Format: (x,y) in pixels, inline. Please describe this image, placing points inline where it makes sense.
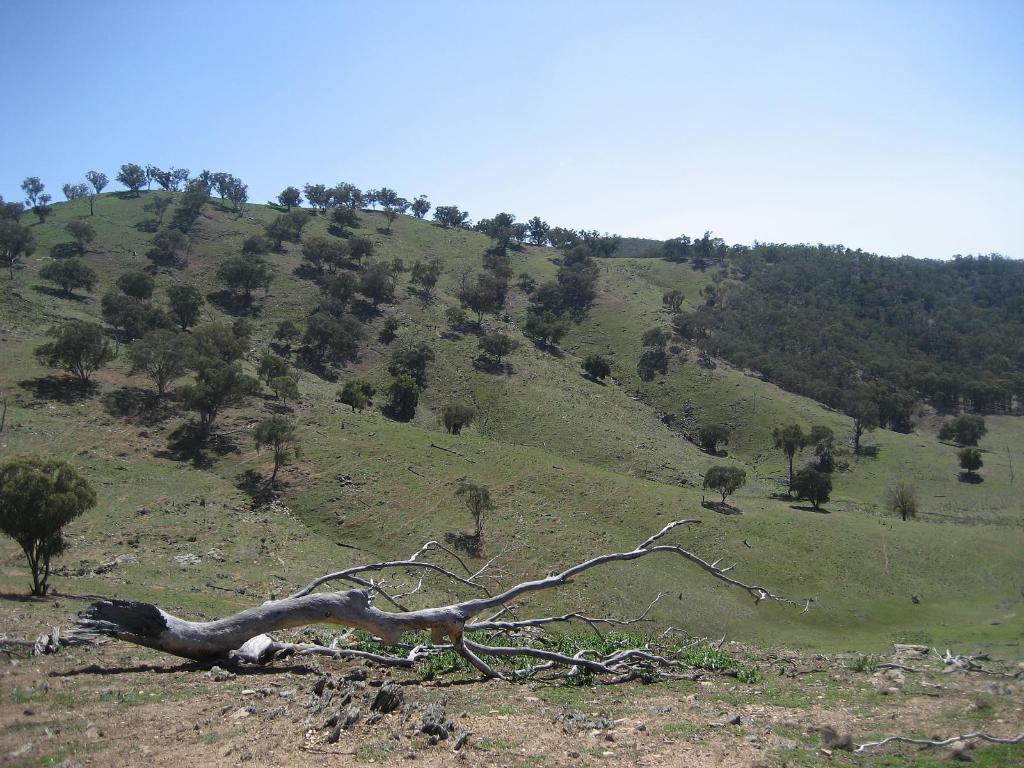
This is grass (696,569). Here we can see trees (728,343). In the background (765,167) there is sky (650,137).
